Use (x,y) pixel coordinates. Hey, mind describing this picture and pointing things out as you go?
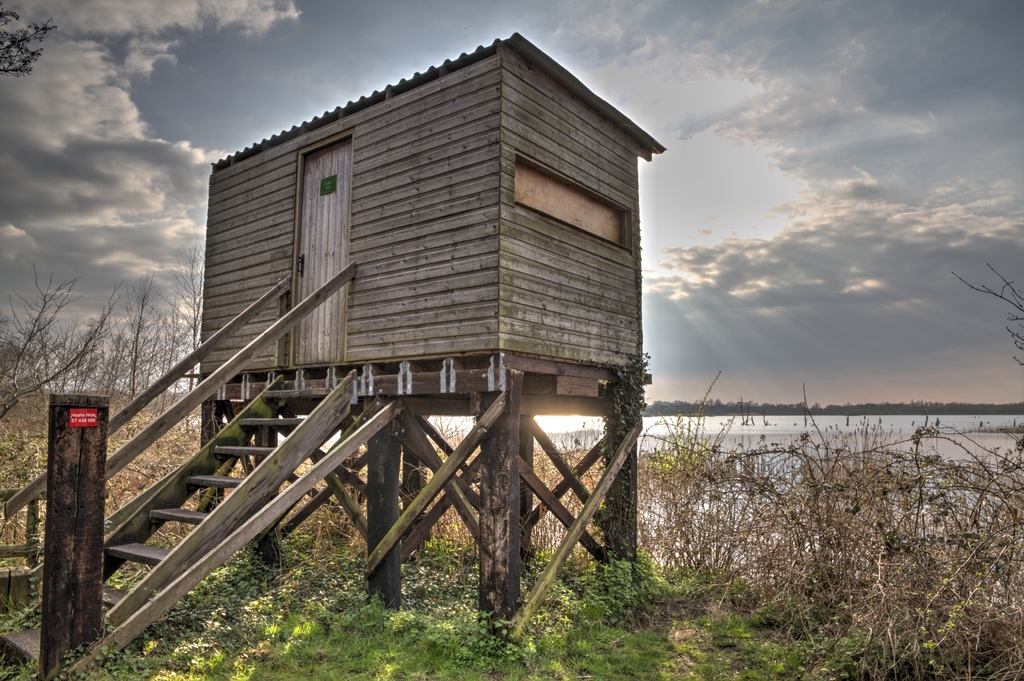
At the bottom (313,559) we can see grass (252,571) and trees (167,400) on the ground (713,641) and there is a small room (355,226) on a platform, steps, wooden pole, a small board (329,188) on the door (332,216). In the background (674,312) we can see water (743,441), trees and clouds (90,161) in the sky (442,31).
